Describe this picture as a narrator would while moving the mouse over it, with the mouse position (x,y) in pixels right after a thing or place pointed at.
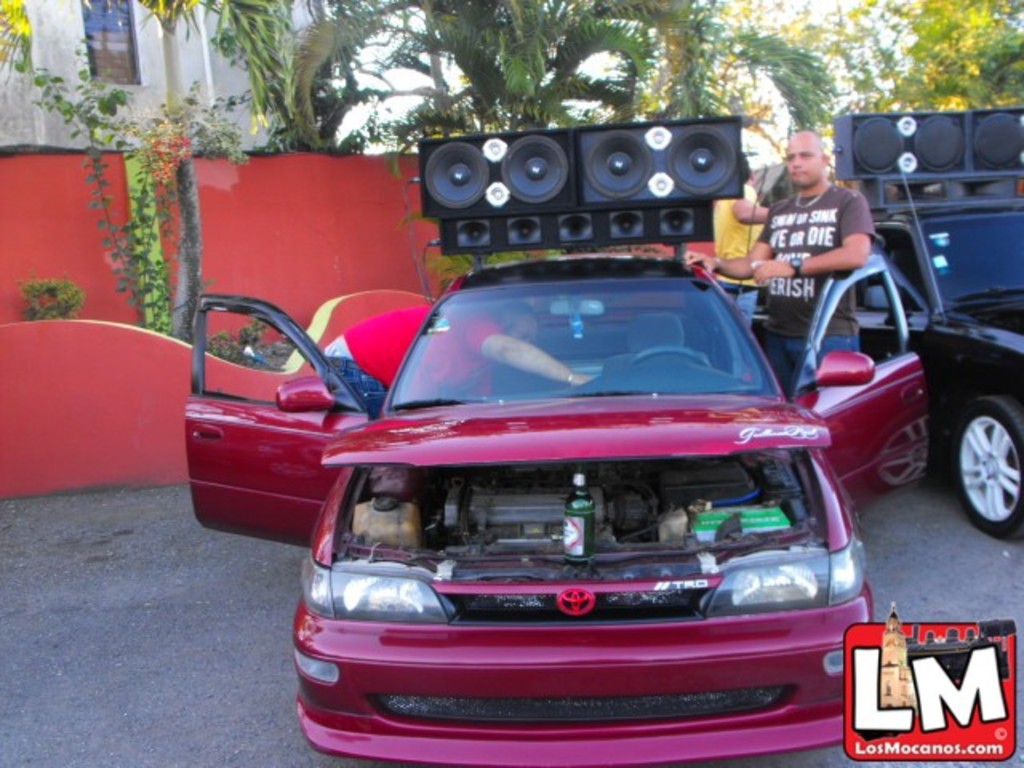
In this image there is a car (542,473) in the middle (542,473). Above the car (549,403) there are speakers (575,177). On the right side (763,252) there is a man (790,222) standing near the car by opening its door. On the right side (757,320) there is another car (864,313) on which there are speakers (906,118). In the background (551,35) there are trees (467,57). On the left side (81,41) top there is a building (91,66). In front of the building (75,68) there is a wall (72,207).
